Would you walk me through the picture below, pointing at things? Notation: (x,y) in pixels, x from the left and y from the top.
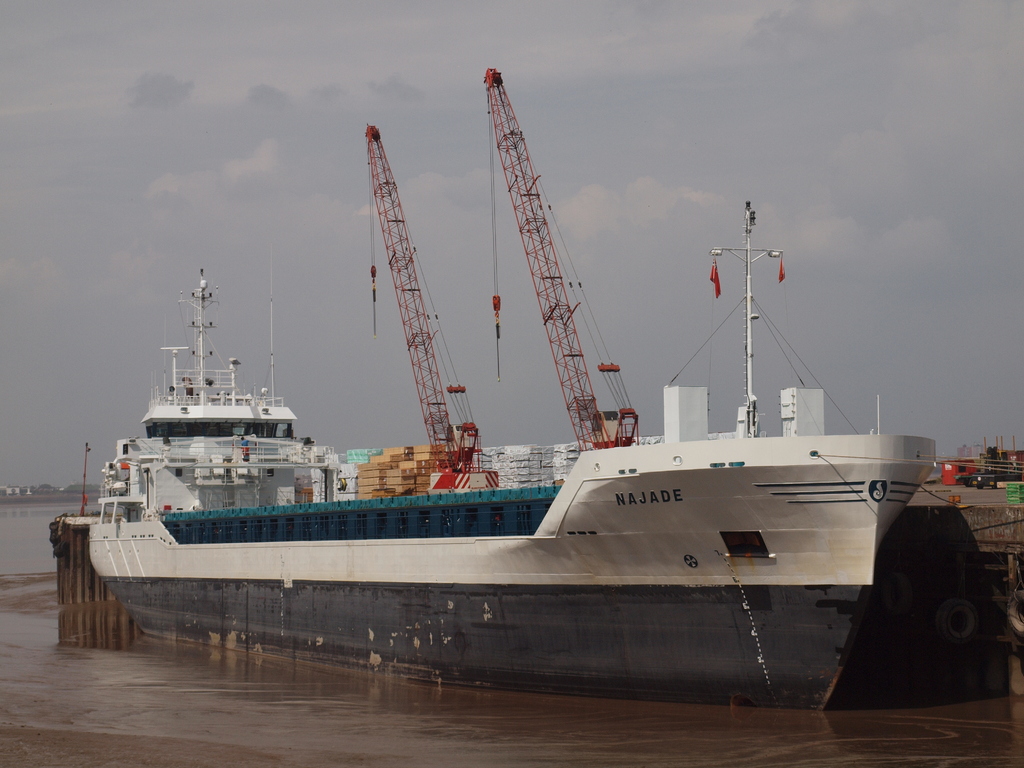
In this picture we can see a ship (346,568) on the water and on the ship (323,501) there are some items (416,473). On the right side of the ship (270,496) there are poles (749,356) and behind the ship (263,461) there is the sky (377,283).
